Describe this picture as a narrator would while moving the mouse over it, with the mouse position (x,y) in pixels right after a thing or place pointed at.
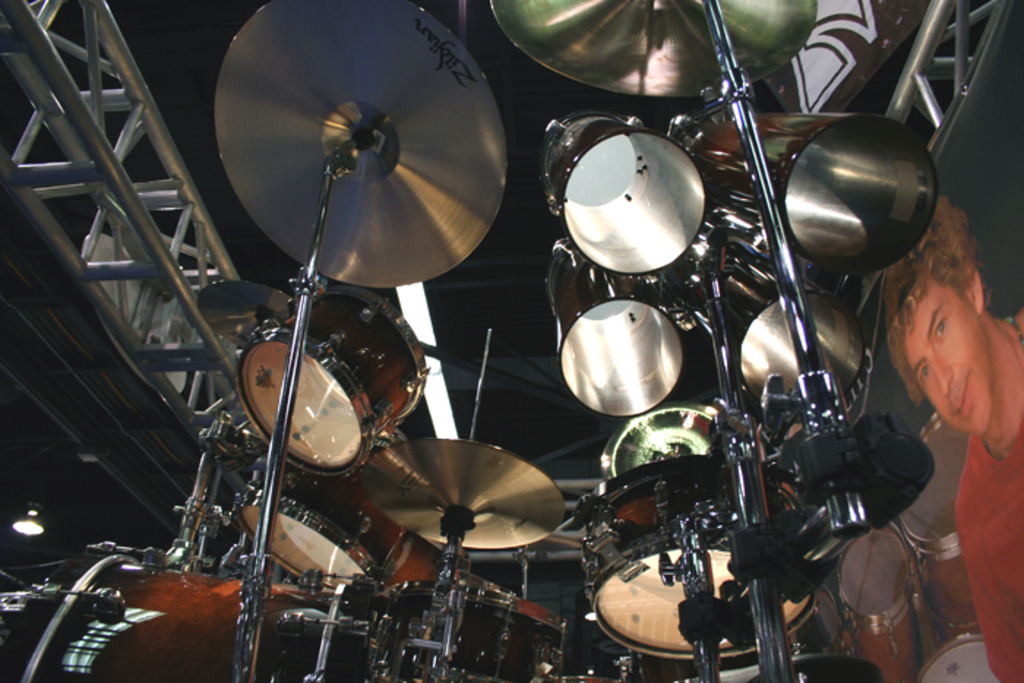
In this picture we can see few drums (652,388), metal rods (293,354), lights (402,298) and some musical instruments (263,82).
